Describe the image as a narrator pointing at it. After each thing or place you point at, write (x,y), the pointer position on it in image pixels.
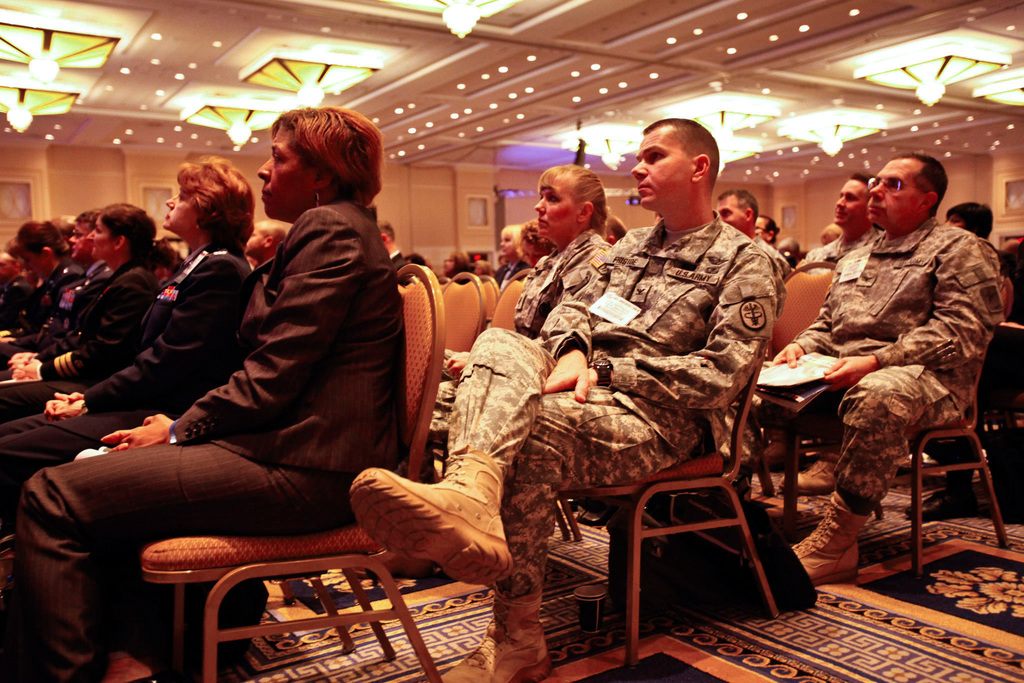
As we can see in the picture that, there are many people (311,286) sitting on a chair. This is a carpet (858,644) which is in black and yellowish color.
